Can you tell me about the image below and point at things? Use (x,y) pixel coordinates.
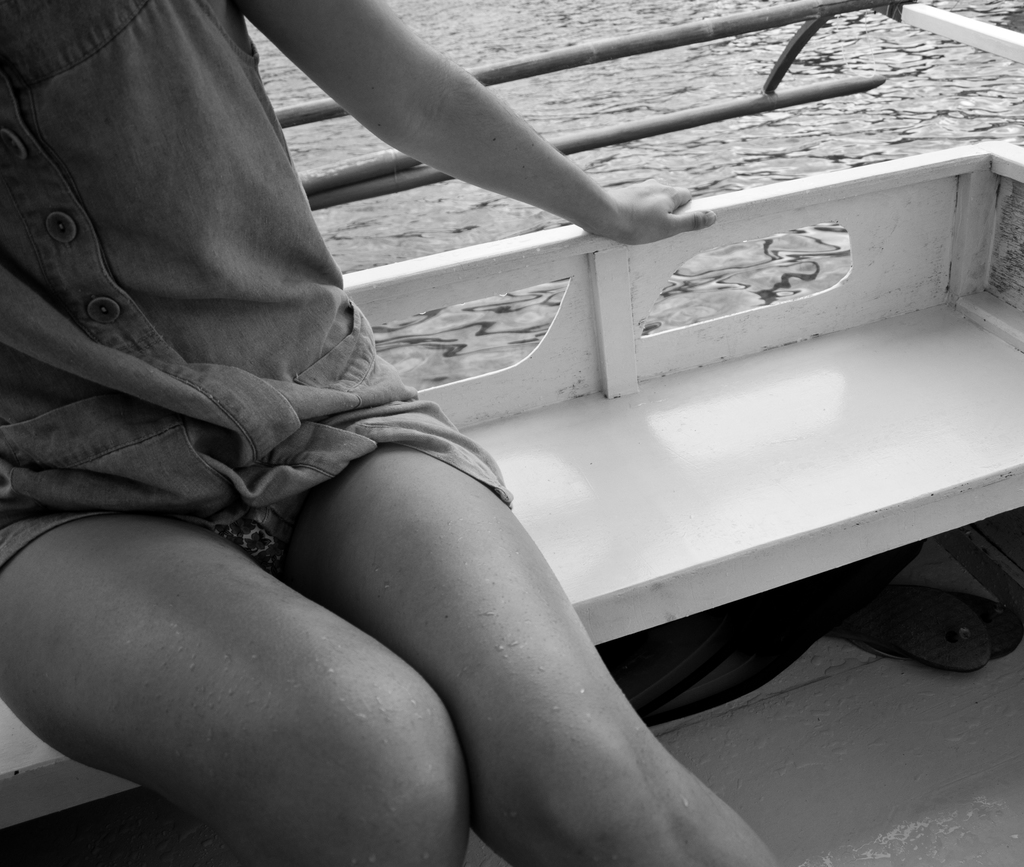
This is a black and white picture. In this picture, we see a person (62,275) is sitting on the bench (687,511). We see a black color object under the bench (622,425). It might be a ship (726,401). Behind the person (193,221), we see the wooden sticks (667,35). In the background (878,139), we see water (677,305) and this water (713,288) might be in the lake (559,28).
